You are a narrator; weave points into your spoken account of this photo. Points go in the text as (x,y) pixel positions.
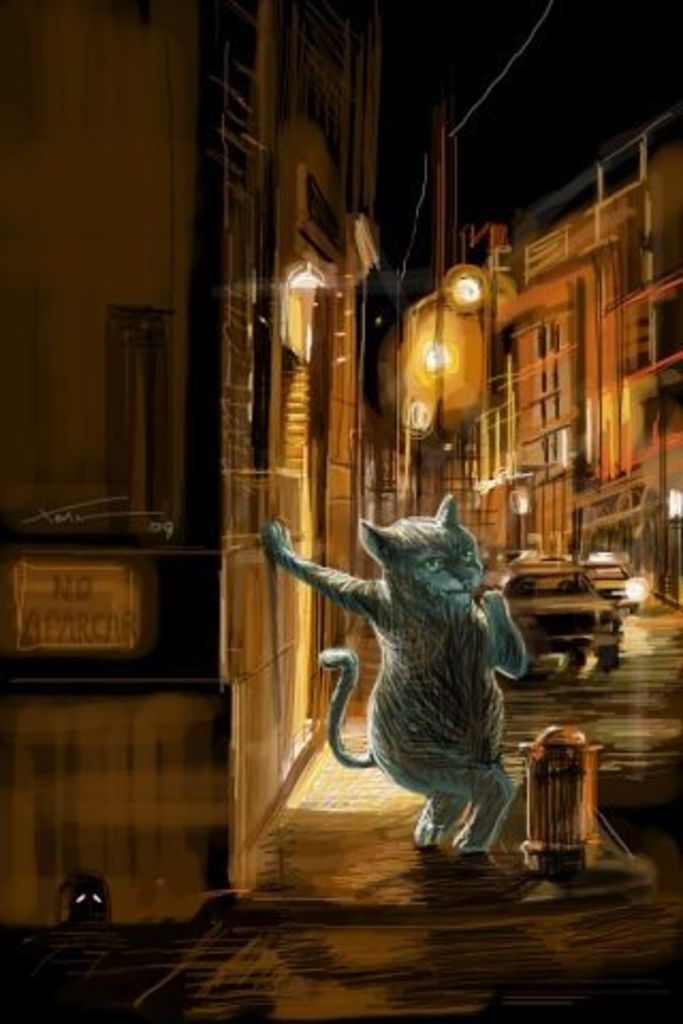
In this picture we can see buildings (517,372) where, there is a board (118,591) here, we can see a water pump (558,819) in the front (555,787), on the right side (575,635) there are two cars (604,603) traveling on the road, we can see lights (427,344) and a pole (453,205) here.
